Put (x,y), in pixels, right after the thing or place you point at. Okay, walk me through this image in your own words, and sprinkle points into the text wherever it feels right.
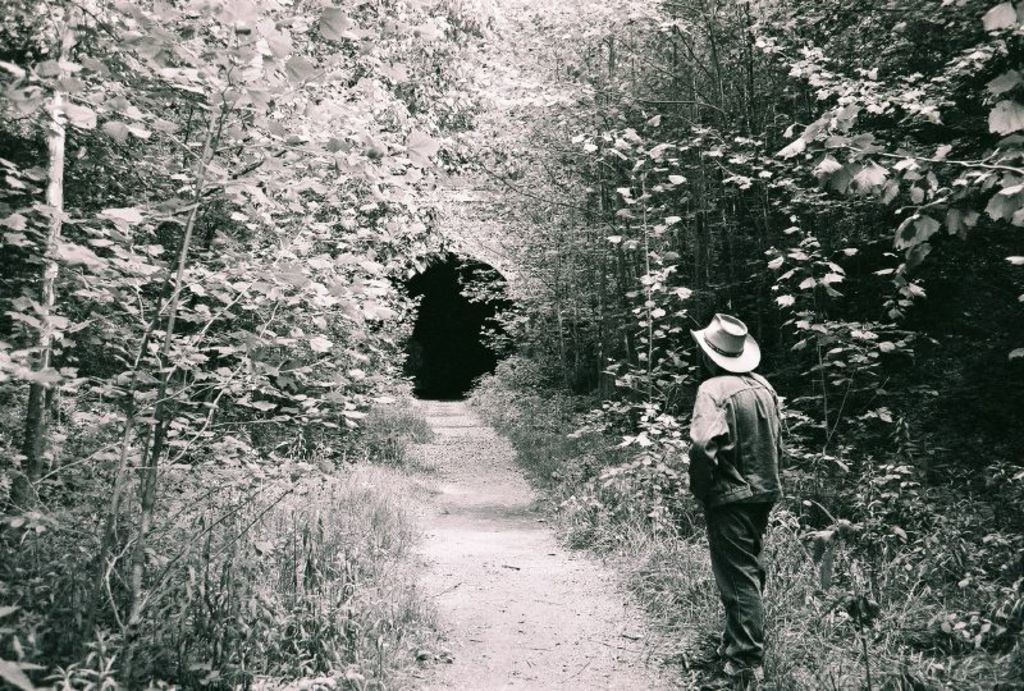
In the image we can see a person (715,364) standing, wearing clothes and a hat (744,366). There are many trees (818,217) around and there is even grass (247,505). This is an arch construction (467,299) and a path (505,520).
